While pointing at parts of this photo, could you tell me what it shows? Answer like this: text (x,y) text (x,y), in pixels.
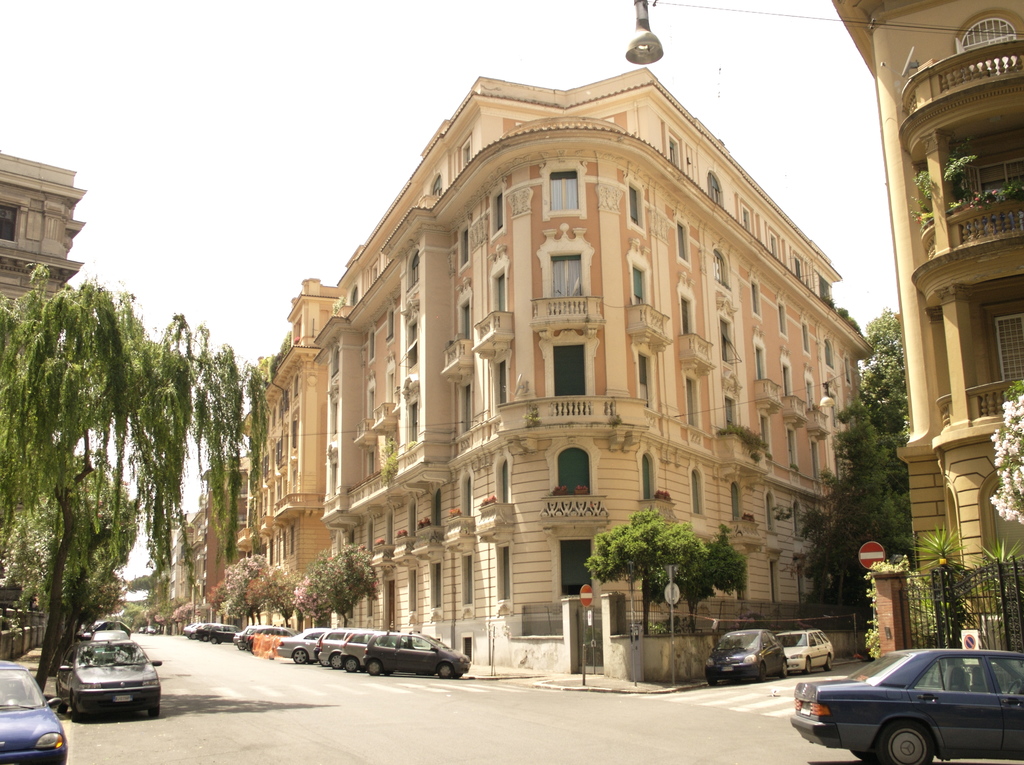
In this image I can see few buildings (724,514), windows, trees (1013,505), signboards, poles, fencing (937,571) and few vehicles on the road (663,709). The sky (767,38) is in white color.
